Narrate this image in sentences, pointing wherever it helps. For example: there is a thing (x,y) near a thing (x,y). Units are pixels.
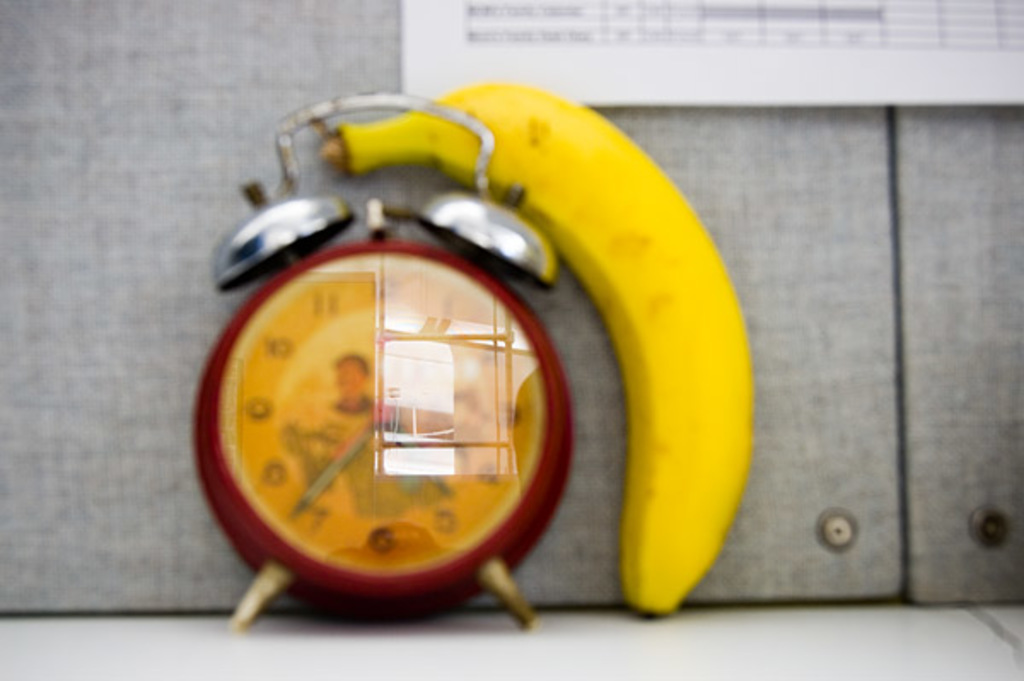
In the picture we can see alarm clock (297,355) and a banana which is on a surface (730,654).
